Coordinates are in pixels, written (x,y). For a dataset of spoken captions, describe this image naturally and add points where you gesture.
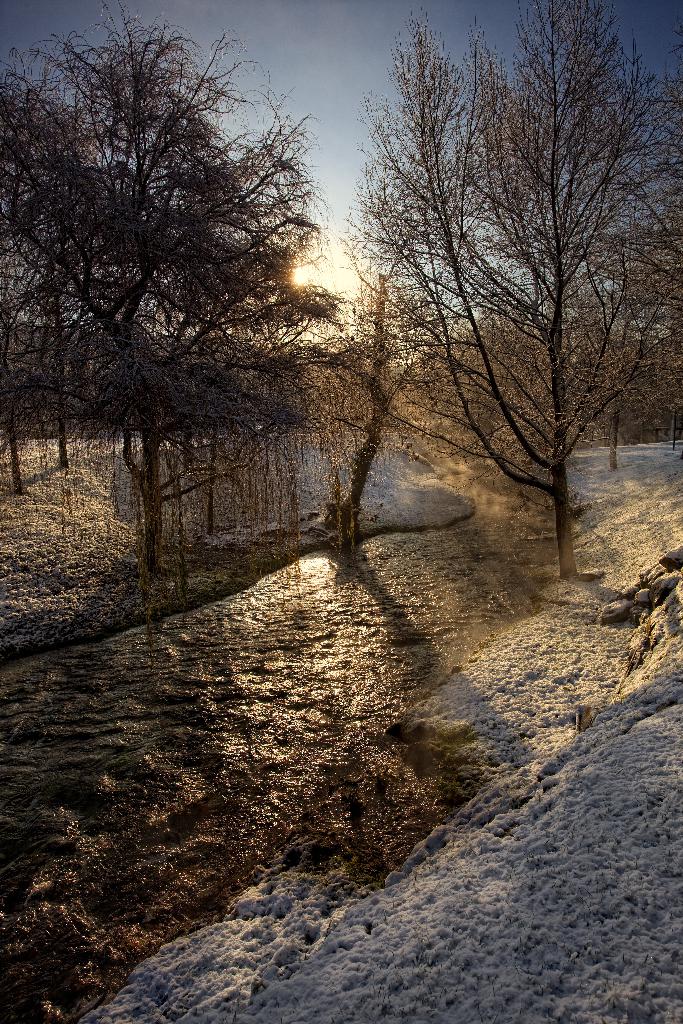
In this image we can see water (318,693), group of trees (375,421) and sun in the sky (318,278).
